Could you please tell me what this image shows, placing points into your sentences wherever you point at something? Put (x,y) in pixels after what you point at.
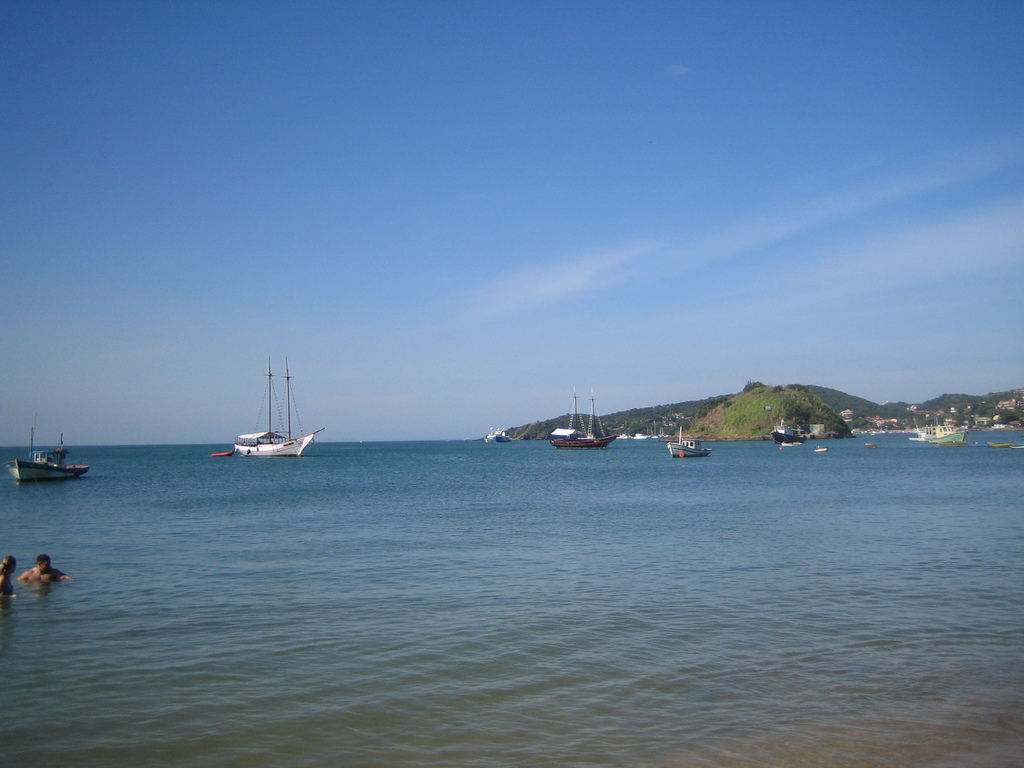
It is a sea (125,469) and there are many ships (276,454) and boats (780,441) sailing on the sea (59,551), on the left side (8,583) two people (25,580) are swimming in the water (44,601) and there are few mountains (754,397) in the background (815,387).
